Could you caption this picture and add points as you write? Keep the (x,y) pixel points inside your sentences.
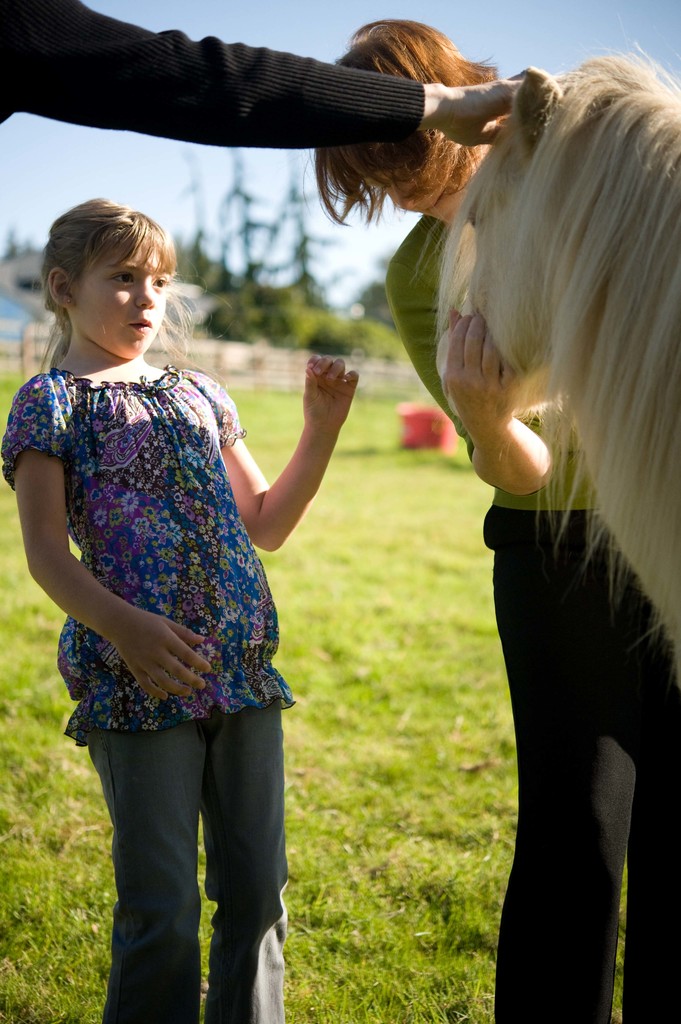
In this image we can see few people (460,157). There is the sky (573,61) in the image. There is a grassy land (419,454) in the image. There is a fencing (302,357) in the image. There is an animal (579,88) at the right side of the image (615,61).
